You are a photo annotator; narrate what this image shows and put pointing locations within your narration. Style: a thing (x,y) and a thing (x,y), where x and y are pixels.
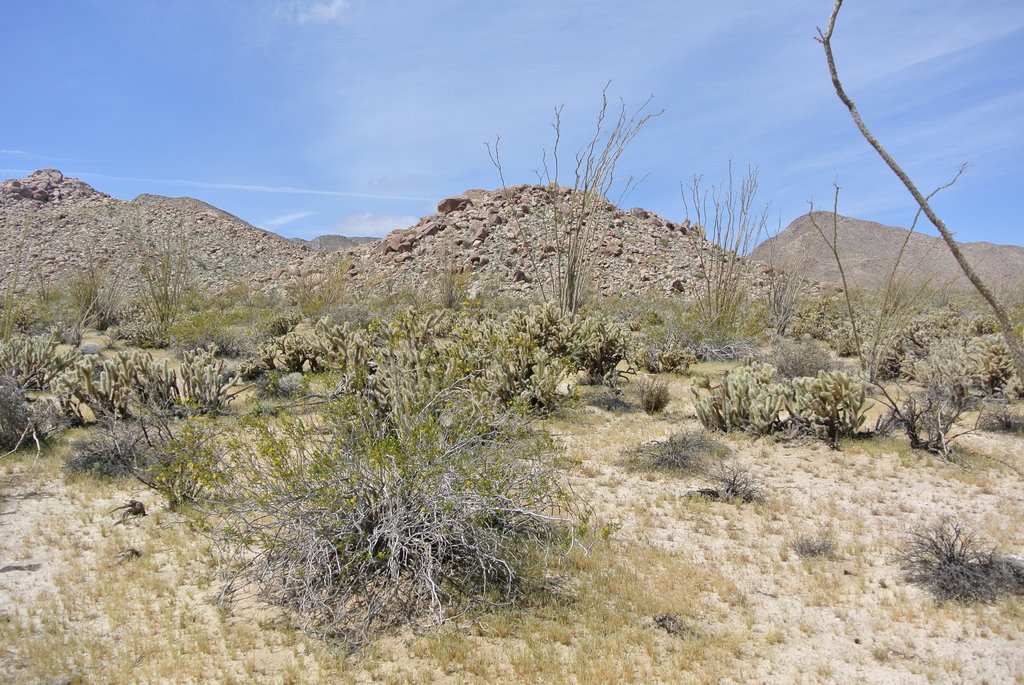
This image is clicked outside. In the front (5,418), we can see many plants (386,577). At the bottom (650,626), there is grass (554,639) on the ground (817,441). In the background (550,273), there is soil (614,285) and there are rocks (409,274). At the top (455,124), there is a sky (438,124).
